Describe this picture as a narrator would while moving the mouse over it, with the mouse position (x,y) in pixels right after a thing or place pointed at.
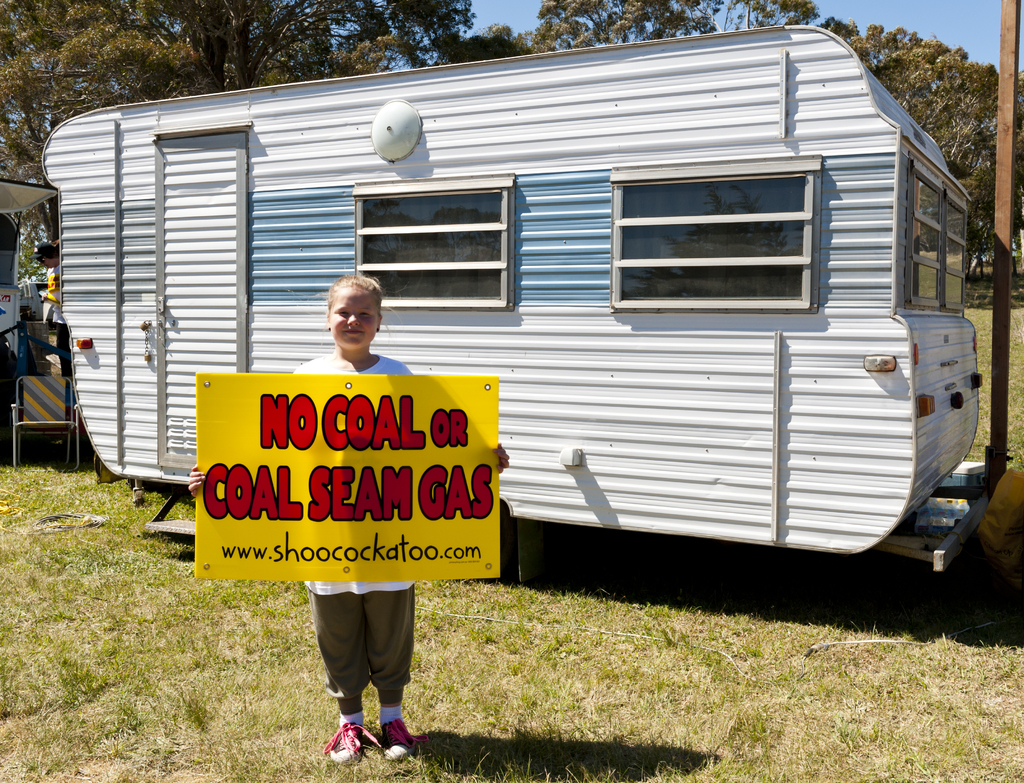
A girl (372,299) is standing by holding the placard (436,526). Behind her there is an iron vehicle (619,394), behind this there are trees (177,34).
